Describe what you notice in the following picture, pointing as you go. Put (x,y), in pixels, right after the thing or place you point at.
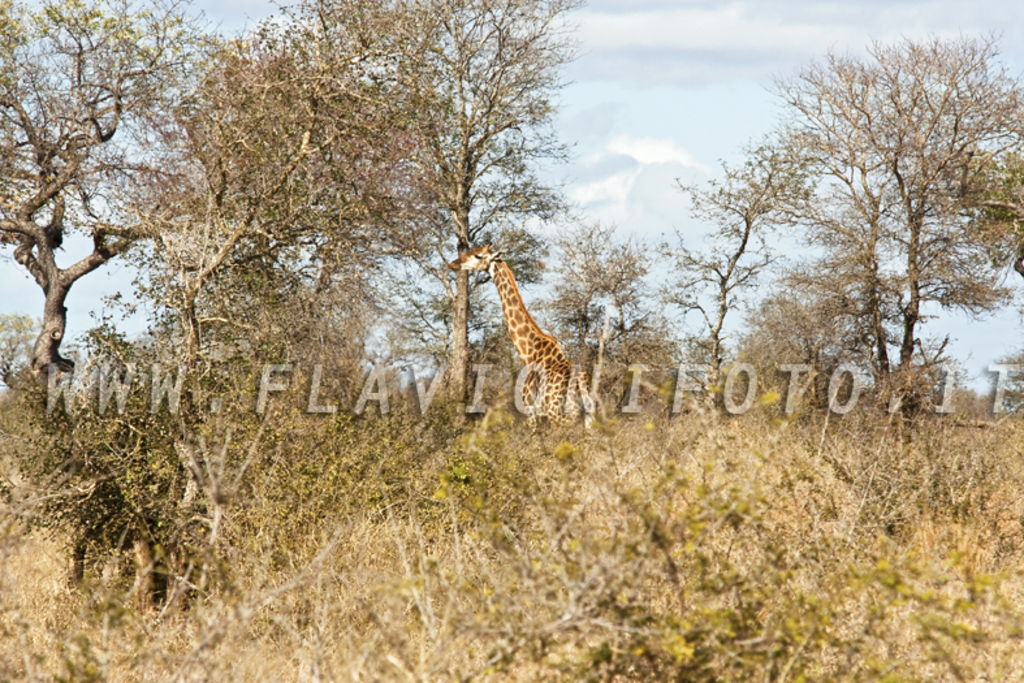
In this picture I can see a giraffe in the middle of the image (476,261). I can see the trees (11,342) on the left side (81,390) and the right side (830,334) as well. I can see the clouds (728,71) in the sky (686,77).
